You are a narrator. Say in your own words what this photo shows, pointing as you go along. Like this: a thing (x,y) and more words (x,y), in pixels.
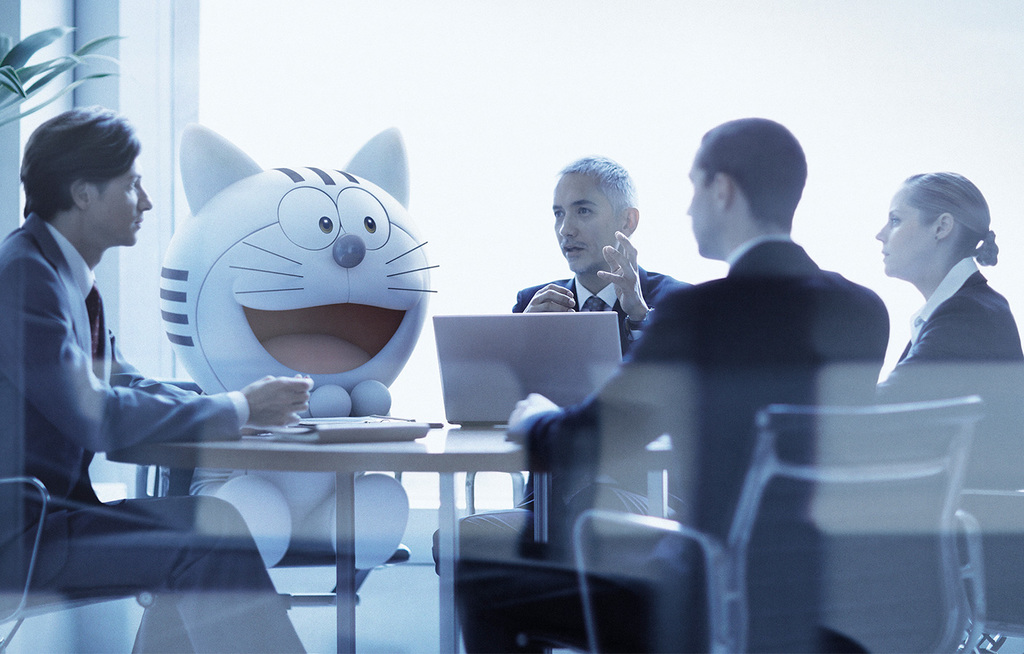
In this image I see 3 men (136,140) and a woman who are sitting on chairs (895,450) and there is a laptop (574,354) on the table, I can also see there is a soft toy (278,533) on this chair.
